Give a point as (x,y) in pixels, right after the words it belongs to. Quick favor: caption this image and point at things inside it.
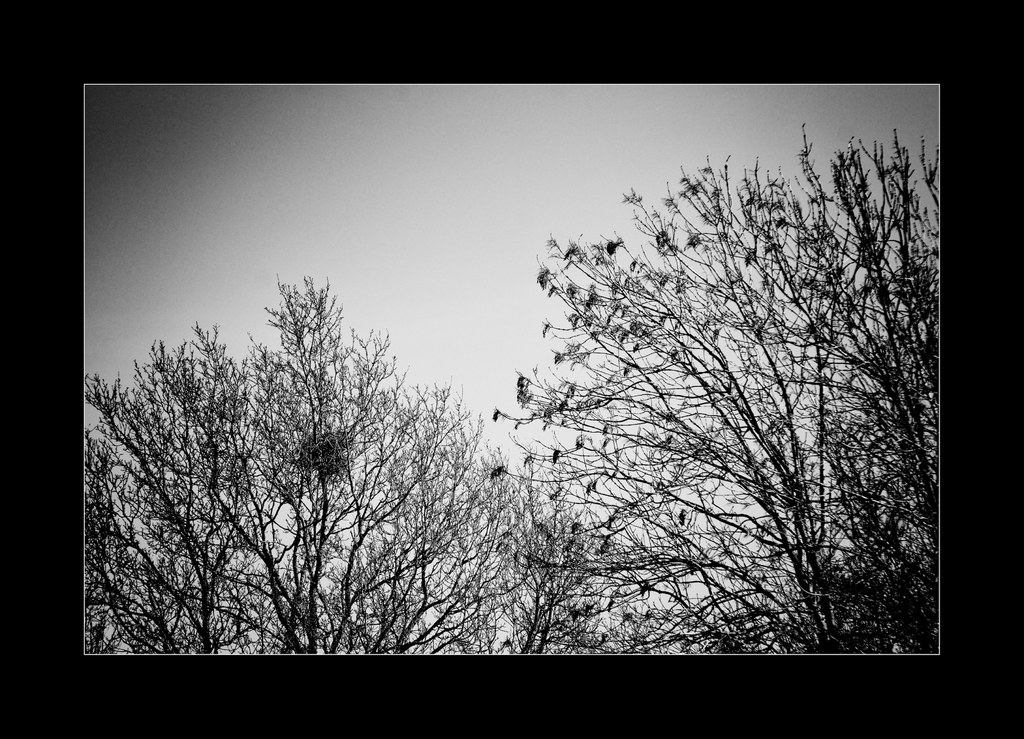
In this picture there is a black and white photograph of the dry trees (435,544), seen in the image.
